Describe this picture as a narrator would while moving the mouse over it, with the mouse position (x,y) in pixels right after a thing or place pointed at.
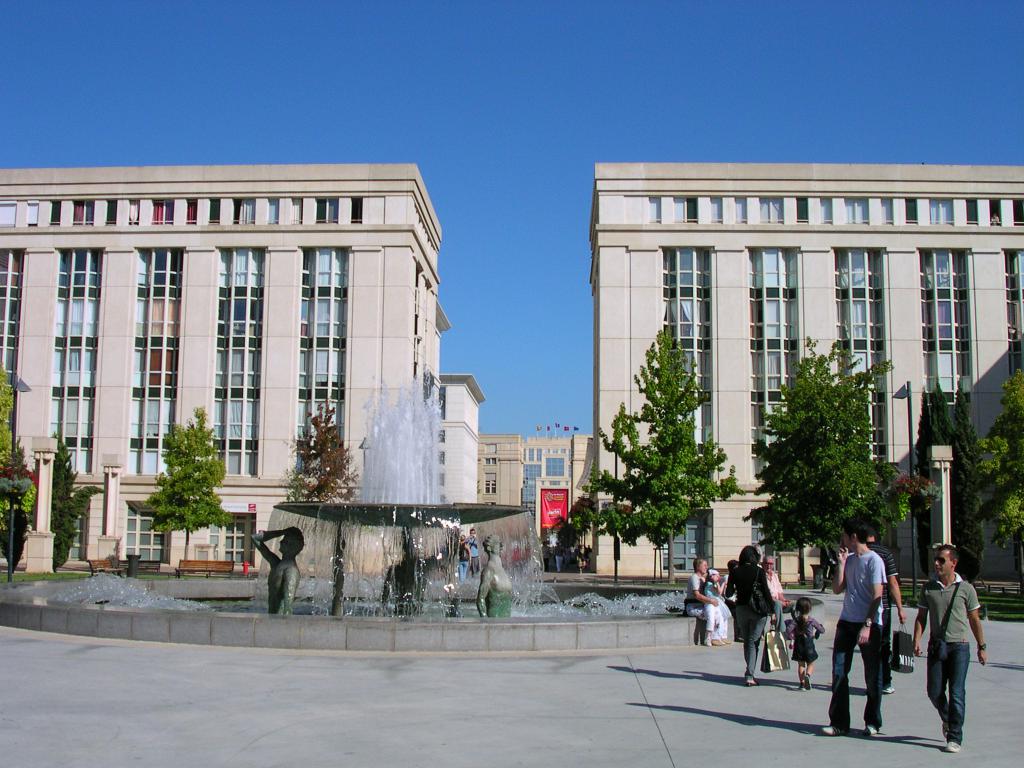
In this image we can see a group of people (942,637) standing on the ground (737,690), some people (765,616) are holding bags (762,588) in their hands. In the center of the image (420,467) we can see some statues (482,596), fountain (417,499) and some people (714,599) sitting on the surface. In the background (784,484), we can see some trees (828,461), buildings (102,369) with windows (85,344), banner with some text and some flags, we can also see some benches (209,569) and trash bin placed on the ground (337,751).
